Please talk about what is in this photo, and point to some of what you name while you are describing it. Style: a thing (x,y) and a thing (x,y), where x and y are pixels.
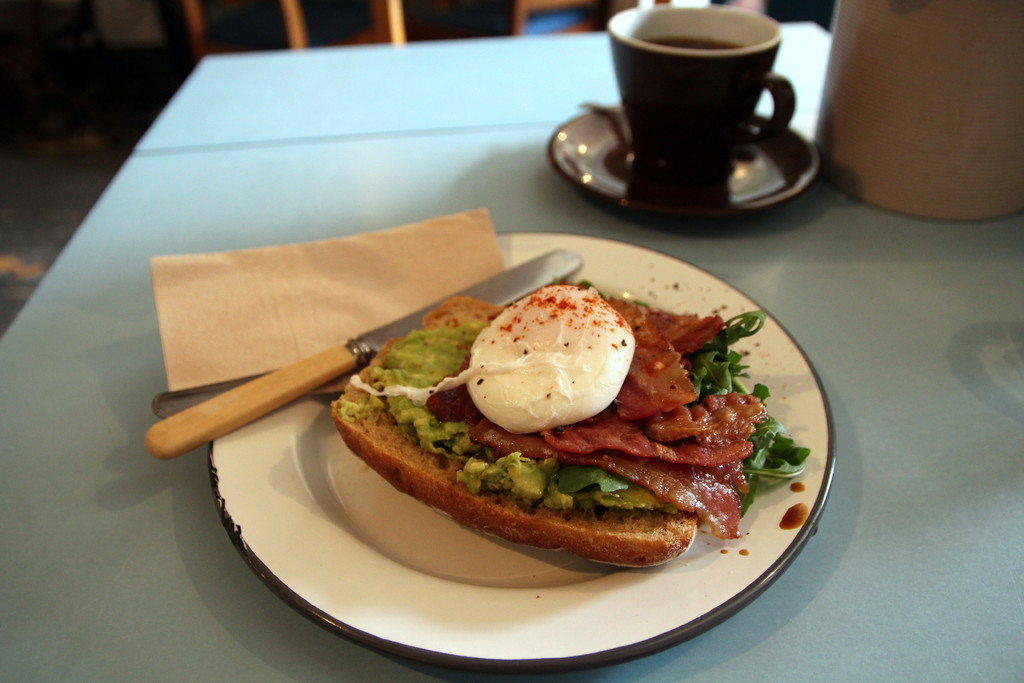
The picture is clicked in a restaurant (68,187) where on the table (40,306) there is a coffee cup (746,144) with saucer (754,168) below it and there is a plate (302,489) beside it on top of which a bread dish (452,464) is placed.
